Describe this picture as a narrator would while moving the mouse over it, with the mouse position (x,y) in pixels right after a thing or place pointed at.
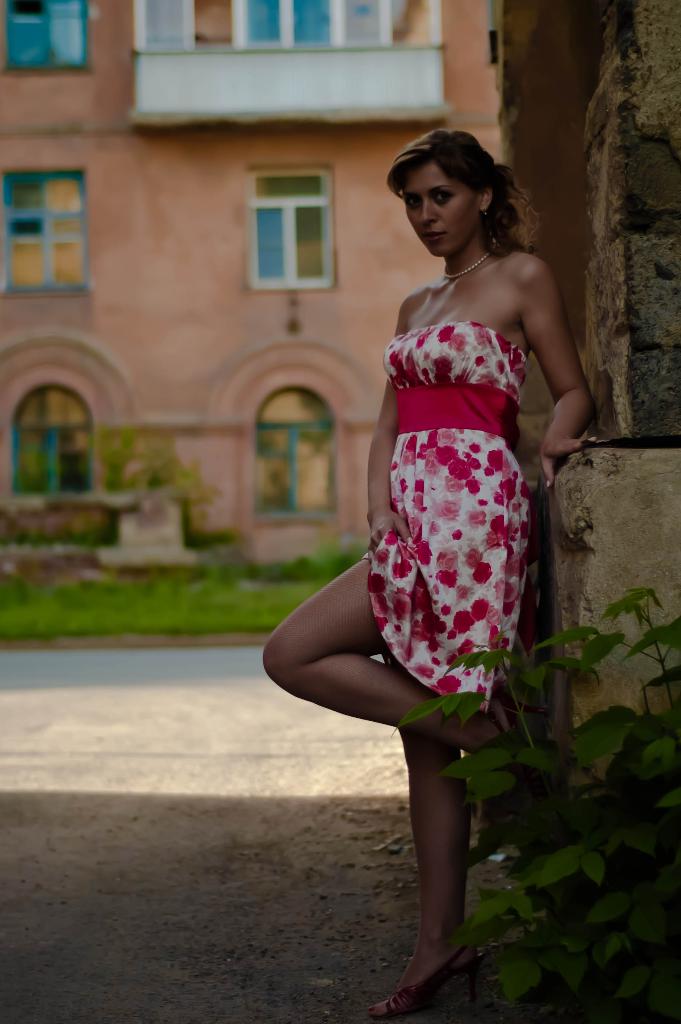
In this image we can see a woman (442,548) is standing. She is wearing pink and white color dress (442,494). We can see a wall (577,577) and plant (634,748) on the right side of the image (588,715). In the background (272,230), we can see a building (221,463) with glass windows (293,492) and grassy land (105,597). We can see a road (284,829) at the bottom of the image (214,880).
